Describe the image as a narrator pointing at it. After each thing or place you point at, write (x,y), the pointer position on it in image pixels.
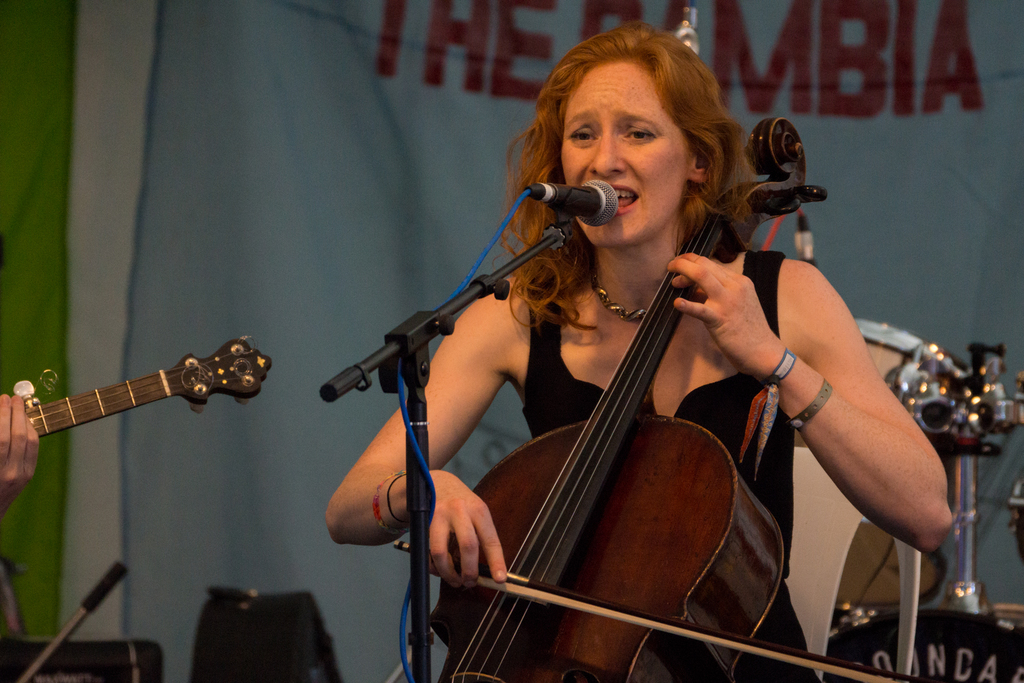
This image consist of a woman (670,150) playing cello (519,498). In front of her there is a mic (562,193) along with, mic stand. She is wearing a black dress (706,414). In the background (223,241), there is a banner (836,111) and band (954,629).
